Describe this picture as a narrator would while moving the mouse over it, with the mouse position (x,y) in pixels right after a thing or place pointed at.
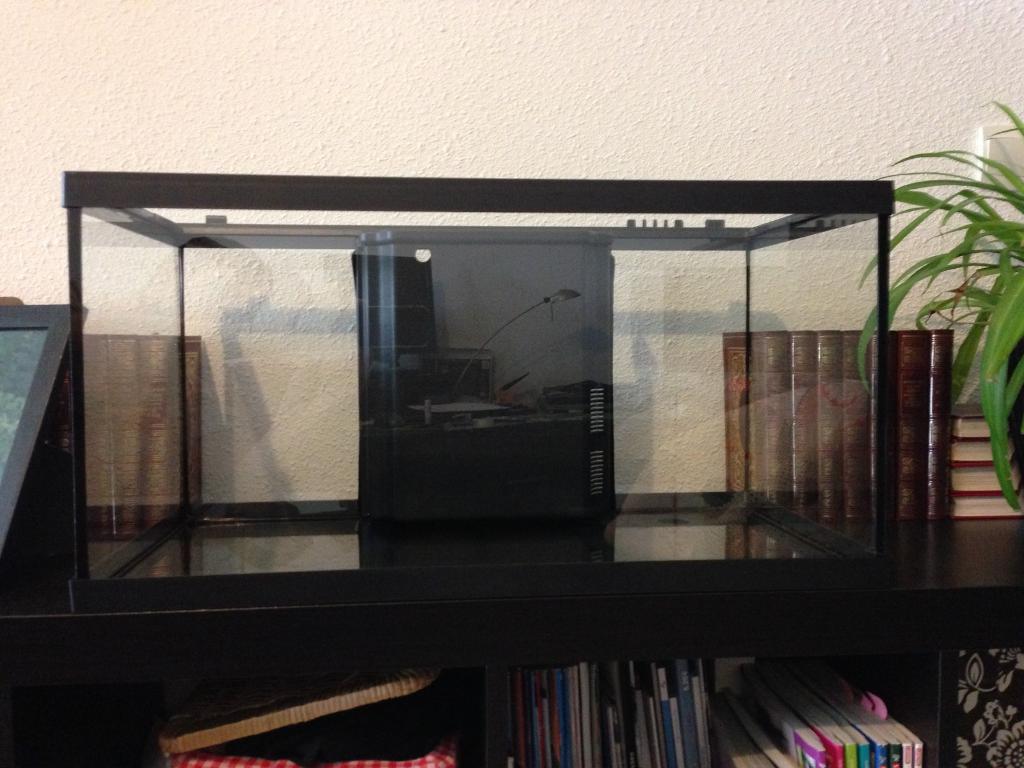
In this picture we can see a aquarium (446,258), few books (532,686) and a plant (999,325), and also we can see a wall (223,67).
